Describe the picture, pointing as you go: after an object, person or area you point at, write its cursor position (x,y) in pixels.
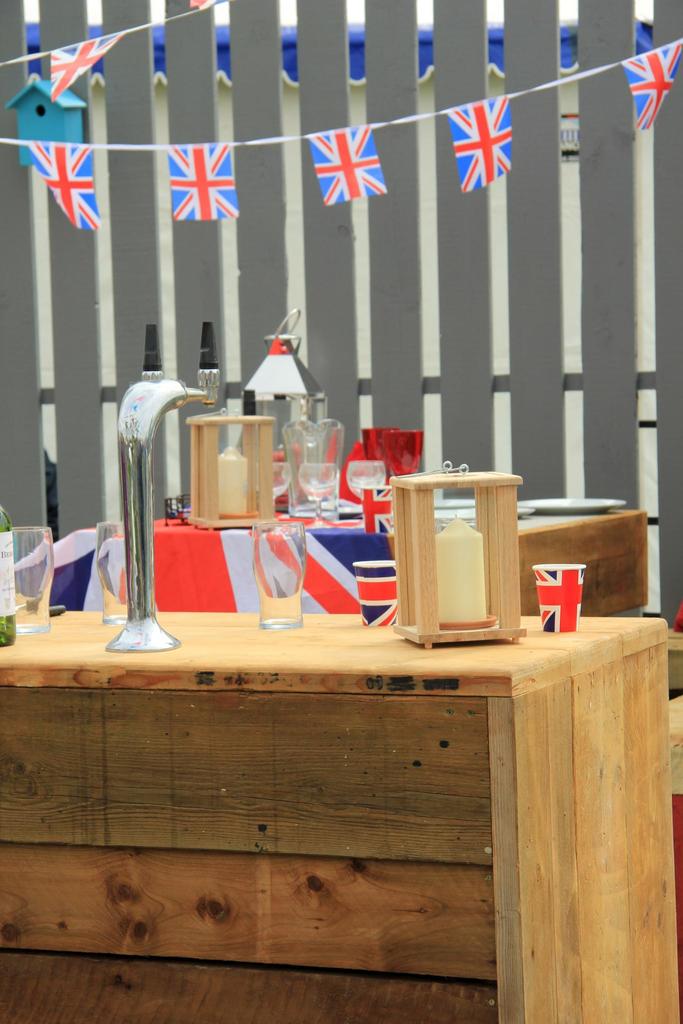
In this picture we can see table (384,781) and on table (222,676) we have glass (270,530), stand (122,438), bottle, wooden item (410,546) and in background (555,247) we can see wall (382,145), flags (319,183).
